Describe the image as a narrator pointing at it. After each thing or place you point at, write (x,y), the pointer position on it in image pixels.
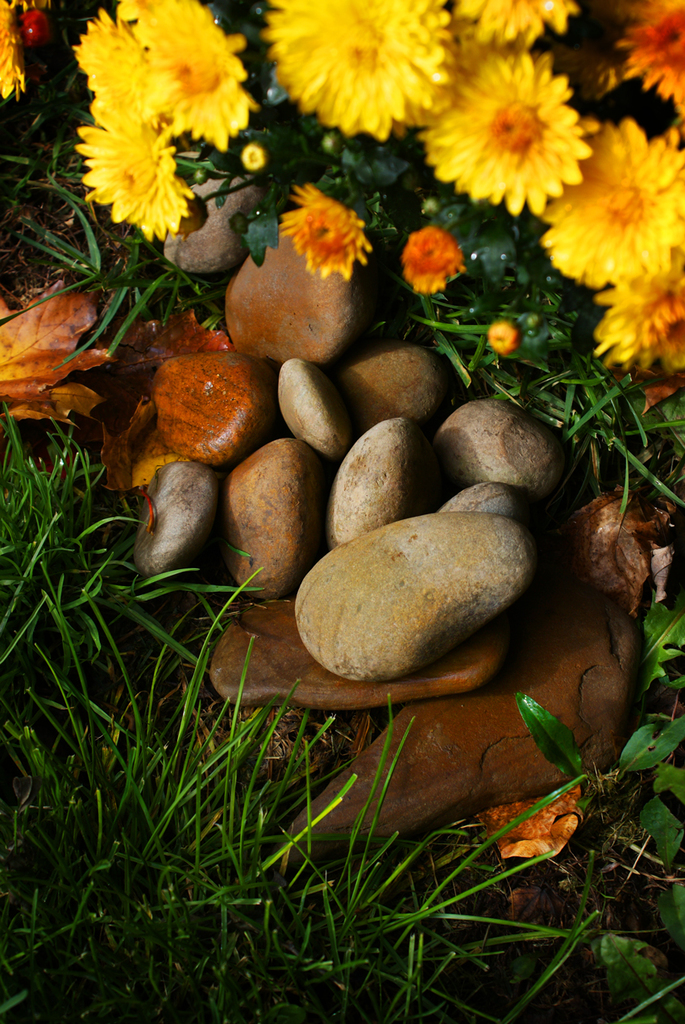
In this image there are plants (527,351) and flowers (668,352). There are stones (365,498). At the bottom of the image (232,881) there is grass (214,869) and dried leaves (52,383) on the surface (655,870).
